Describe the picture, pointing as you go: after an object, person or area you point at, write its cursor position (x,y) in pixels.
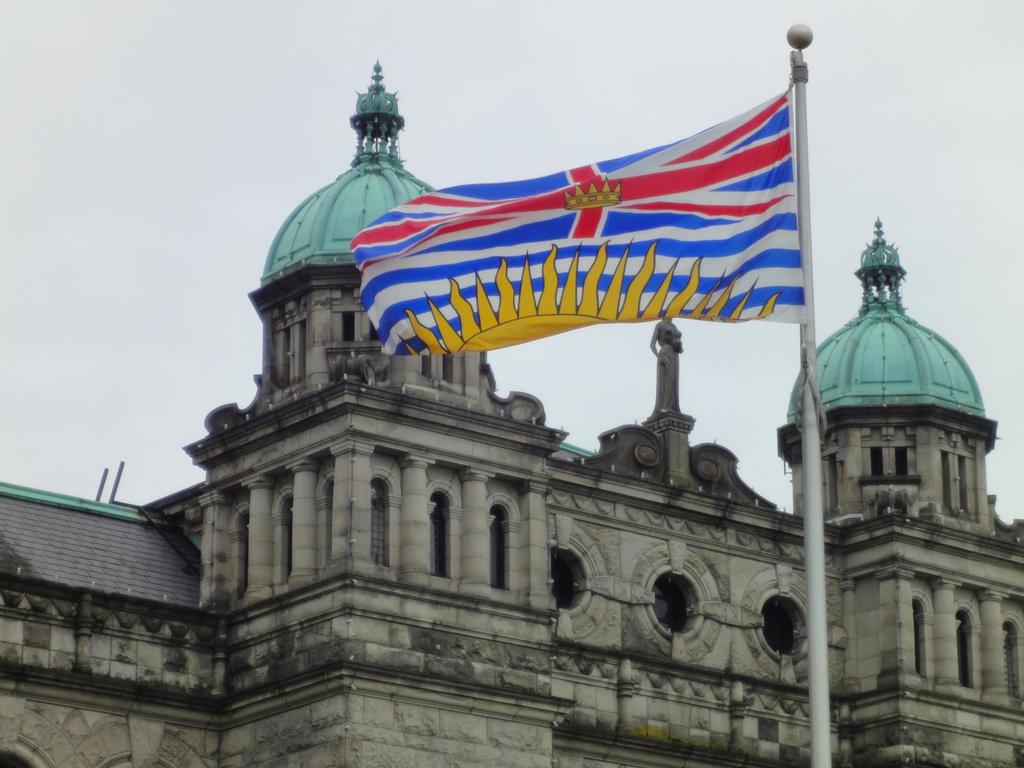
In this image we can see the building (532,560) with a statue (664,355). We can also see the flag (753,263). In the background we can see the sky (976,66).
